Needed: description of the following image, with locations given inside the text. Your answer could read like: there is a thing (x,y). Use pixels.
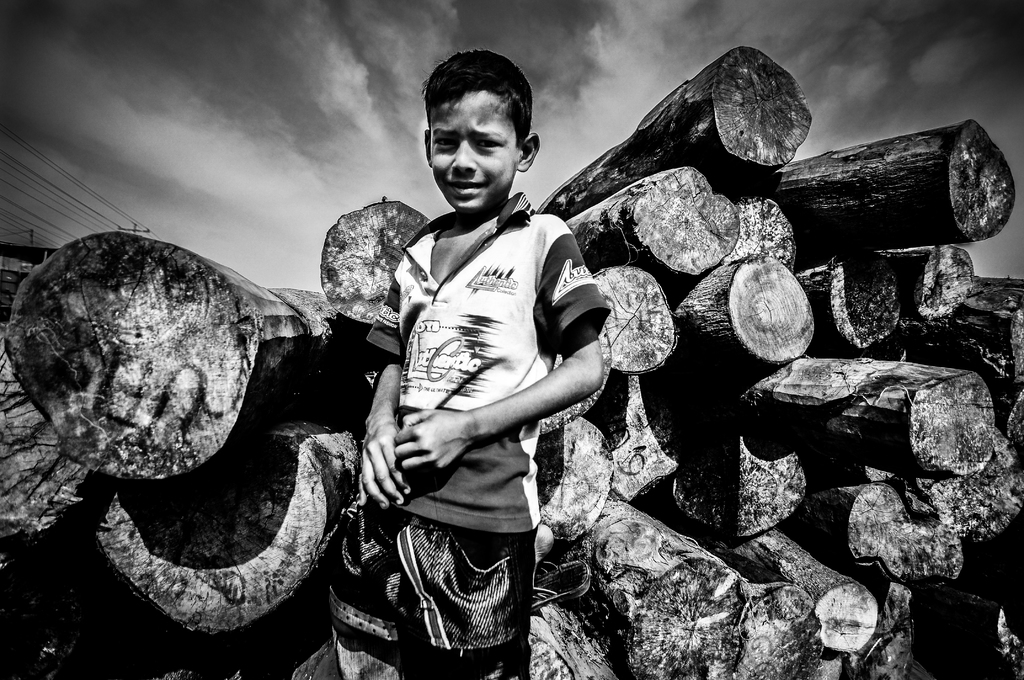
This is a black and white image. In this image we can see a kid (484,367), logs of wood (586,516) and other objects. In the background of the image (24,217) there are poles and cables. At the top of the image (266,182) there is the sky (538,173).
